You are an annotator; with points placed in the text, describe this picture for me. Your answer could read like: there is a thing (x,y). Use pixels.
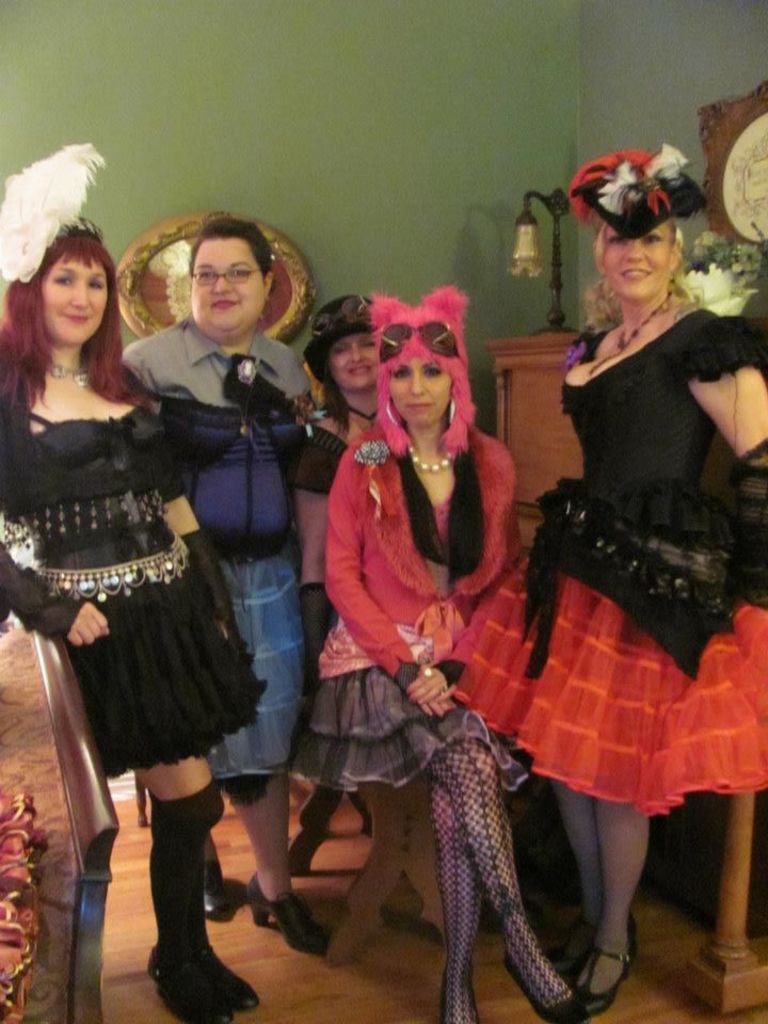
In the image there are many women (371,586) in cosplay costume (561,665) standing and sitting on the wooden floor (371,941) with a bed (5,698) on the left side (10,662) and in the back (404,104) there is wall (495,127) with lamp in front of it on a table (521,463).
